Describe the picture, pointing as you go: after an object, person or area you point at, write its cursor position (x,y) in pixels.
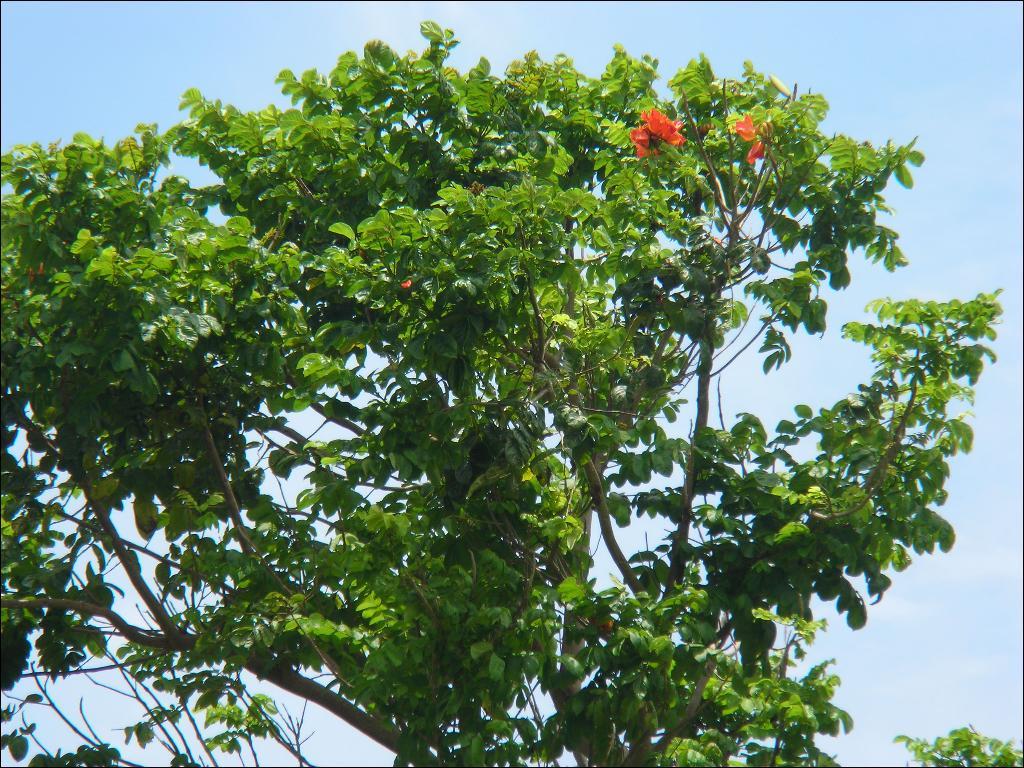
In the picture we can see the part of the tree (127,466) with many leaves (75,246) and behind it we can see the sky (634,494).
